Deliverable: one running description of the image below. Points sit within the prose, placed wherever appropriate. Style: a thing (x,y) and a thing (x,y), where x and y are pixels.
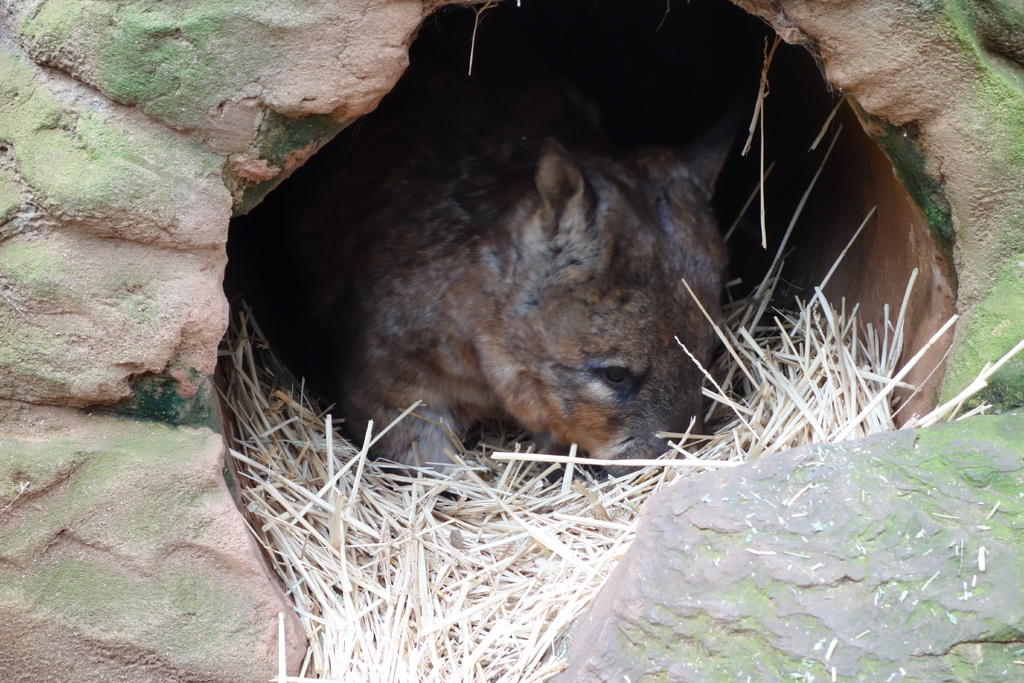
In the middle of the image (560,317) we can see an animal (547,350) and dried grass (525,488).
